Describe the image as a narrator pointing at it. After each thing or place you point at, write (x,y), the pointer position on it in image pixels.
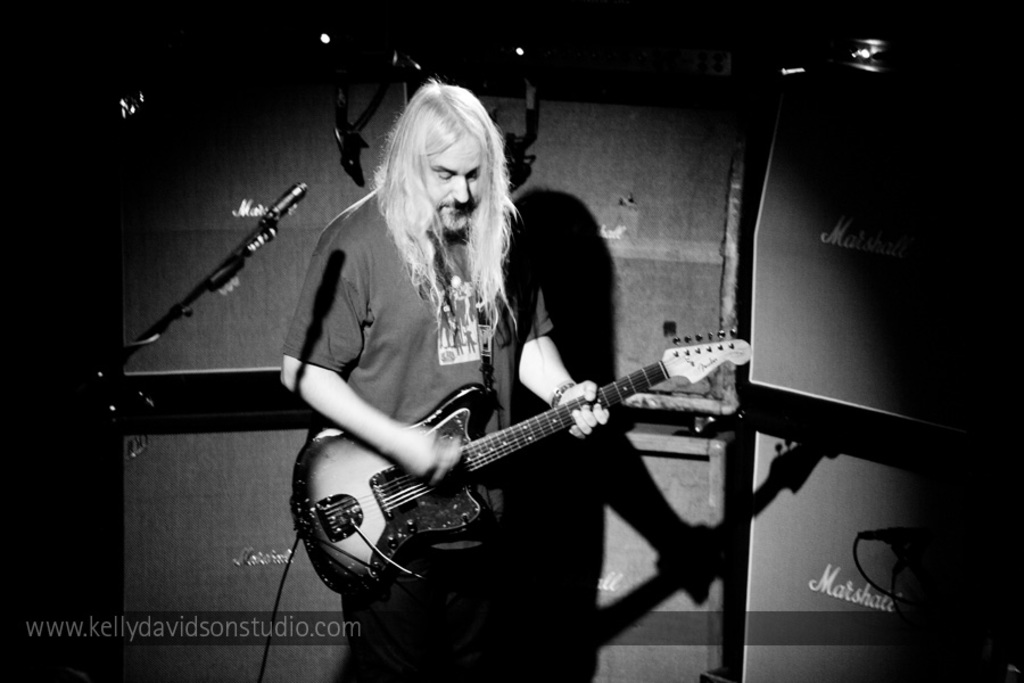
In this picture there is a person (449,577) who is standing at the center of the image (407,341) by holding the guitar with long hair (390,220), there is a mic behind the man (401,352) and the area of the background (22,617) is black in color there are speakers (209,444) at the left side of the image (167,367).
